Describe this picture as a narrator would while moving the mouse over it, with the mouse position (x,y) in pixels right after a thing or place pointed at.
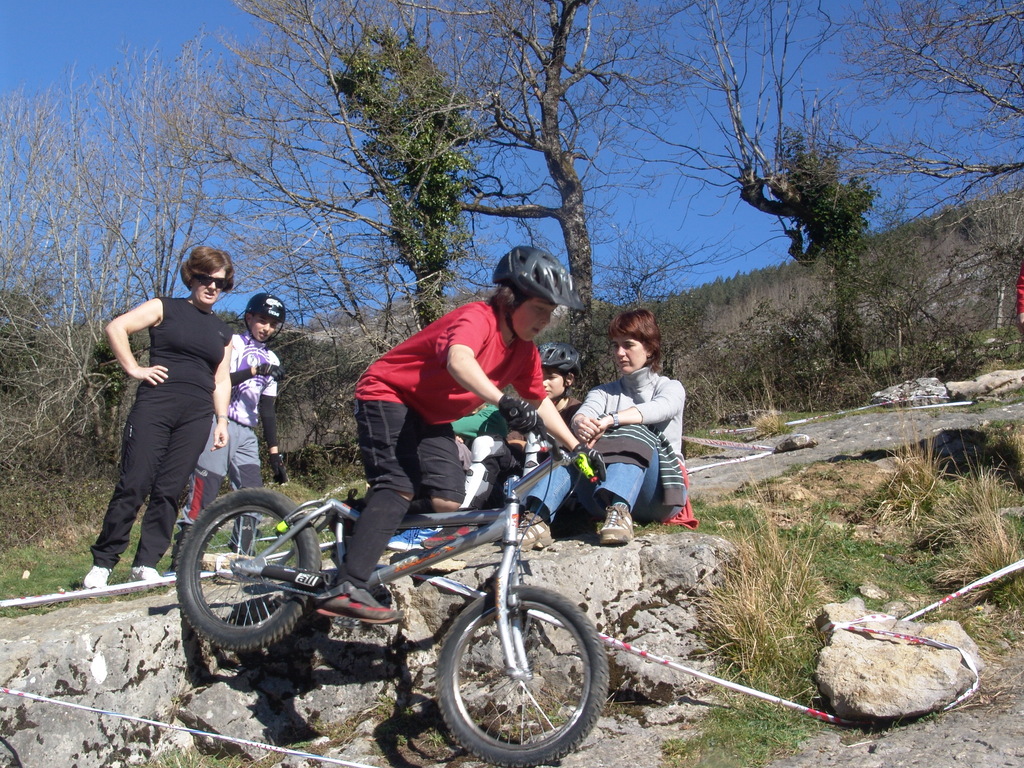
This picture shows a boy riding a bicycle (477,524) and we see two people (501,462) seated and two (282,320) are standing on the side and we see few trees (181,210) and a blue sky (201,5).
